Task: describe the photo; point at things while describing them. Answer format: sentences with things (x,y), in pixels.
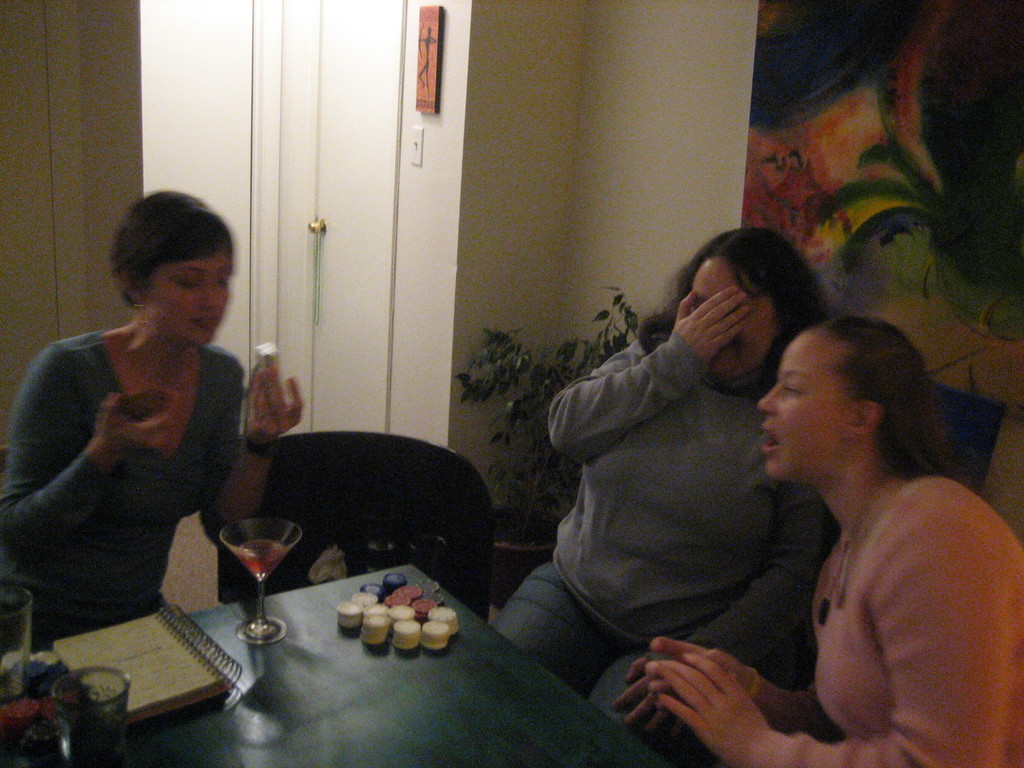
This picture is clicked inside a room (430,321). There are few people (219,455) sitting on chairs (413,495) at the table (396,714). On the table (392,672) there are coins (359,595), glasses (258,576) and a diary (142,657). Beside to them there is a houseplant (524,432). To the right corner (816,174) there is frame (894,151) hanging on the wall (555,148). In the background (557,157) there is wall (433,173).
